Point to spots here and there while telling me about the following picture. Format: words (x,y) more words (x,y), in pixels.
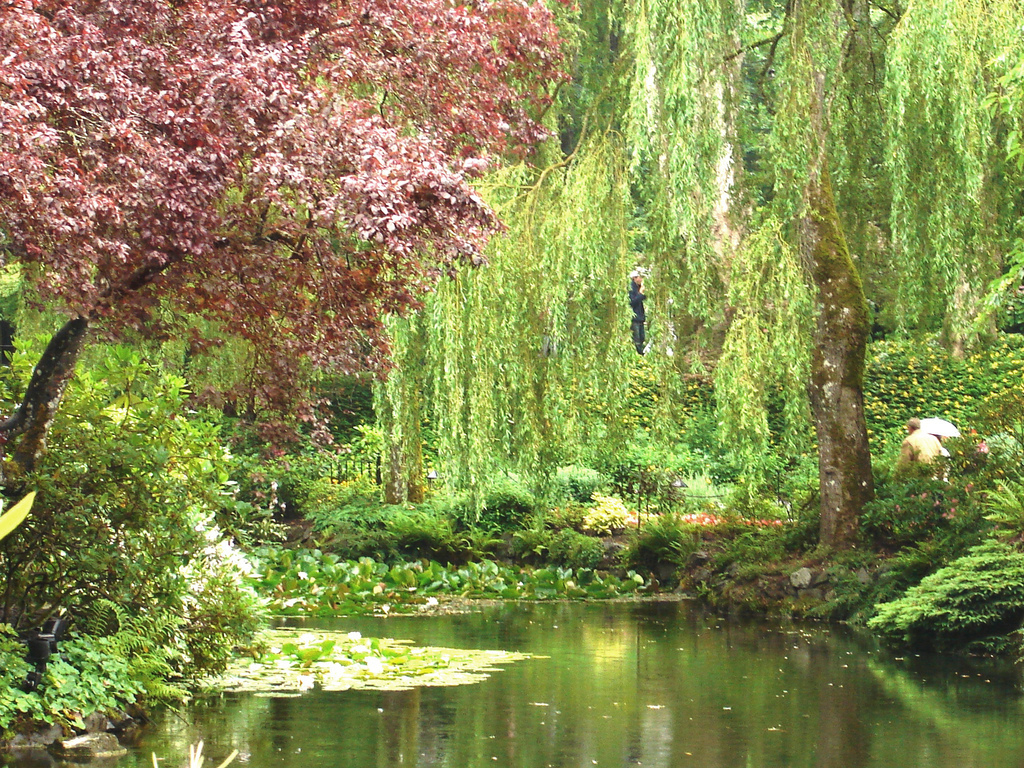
In the image we can see trees (744,154), grass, plants (785,555) and the water (471,658).
